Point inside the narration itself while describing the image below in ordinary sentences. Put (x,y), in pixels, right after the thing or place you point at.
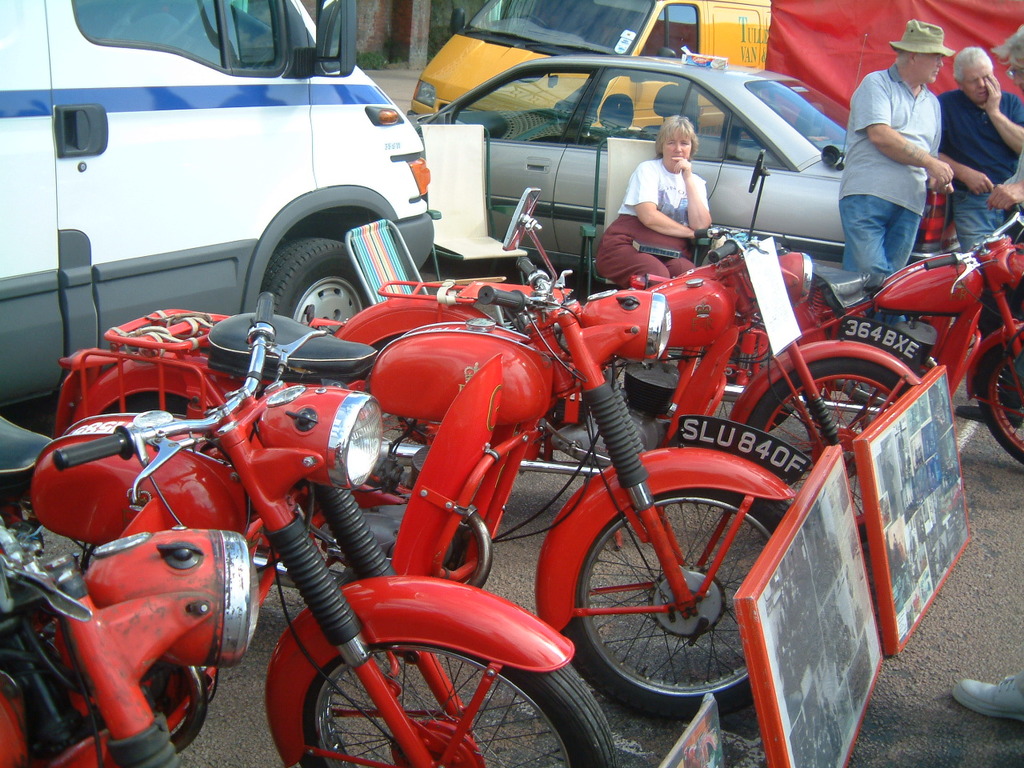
This picture shows few red color motorcycles (942,313) and a car (470,122) and couple of vans (92,67) and we see a woman (609,252) seated on the chair (609,194) and we see few men (894,205) standing and a man (930,43) wore cap (914,49) on his head (915,66) and few photo frames (842,567) on the ground (961,738) and we see couple of empty chairs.
